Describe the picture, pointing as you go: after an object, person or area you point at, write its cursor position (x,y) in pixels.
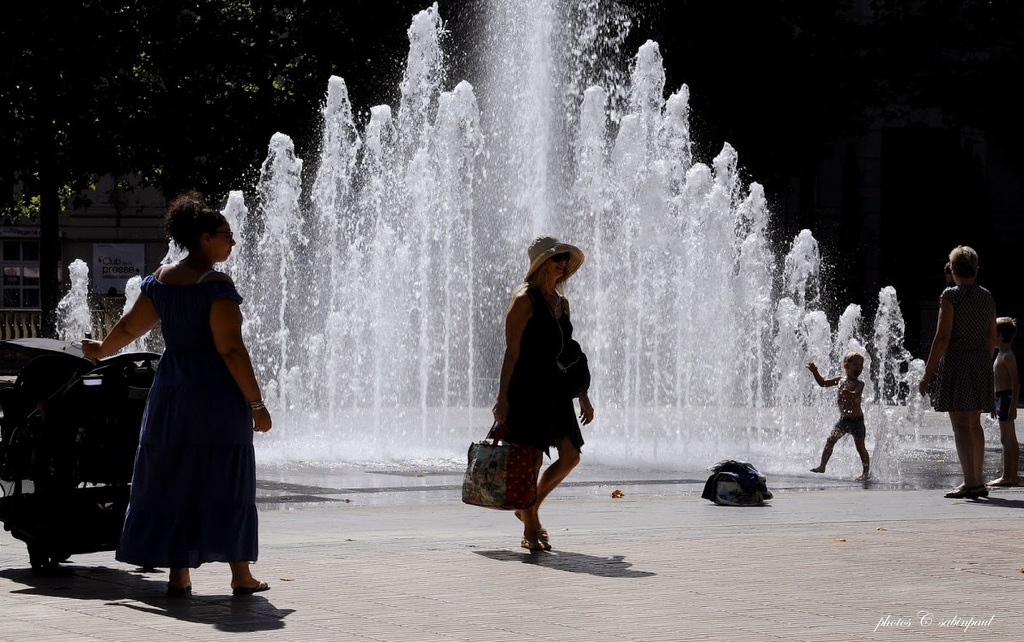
In the image there are few ladies (977,428) standing on the floor (534,595). On the left side of the image (49,506) there is a stroller (49,498). And behind them there are fountains (62,309). In the background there are trees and also there are few buildings (13,265).
